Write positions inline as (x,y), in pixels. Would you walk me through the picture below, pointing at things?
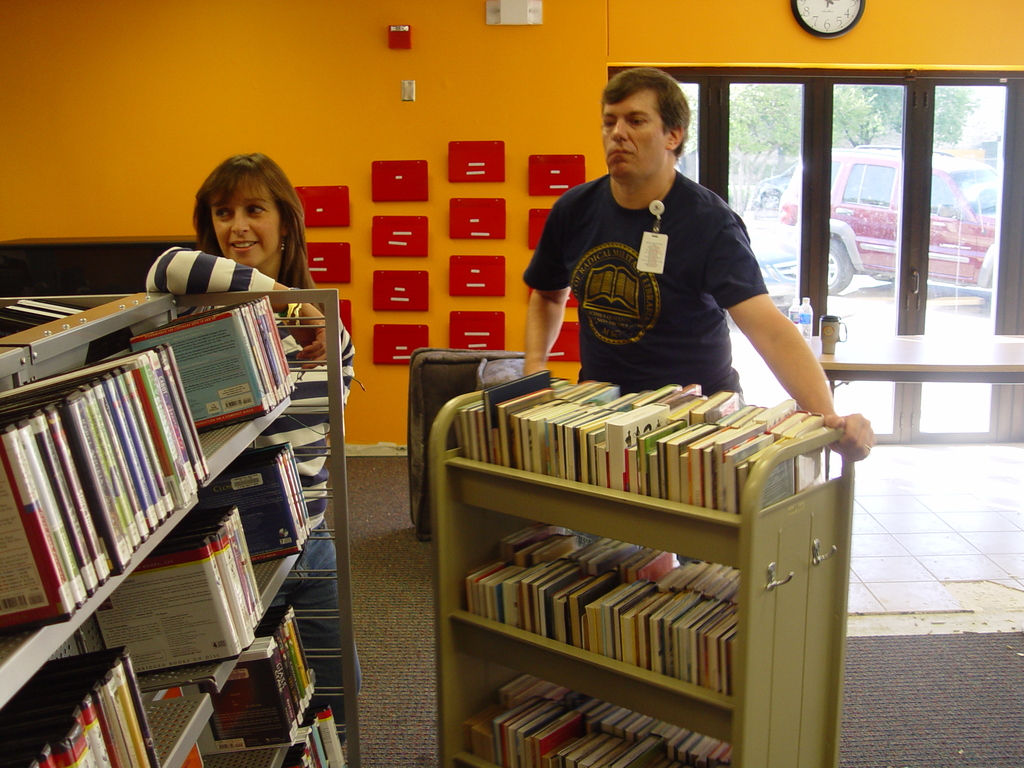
In this picture we can observe two members (613,335). One of them is a woman (276,178) and she is smiling and the other is a man (600,260) wearing blue color T shirt (625,276). They are standing in front of the bookshelves (323,390) in which there are some books (142,489) placed. In the background (261,111) there is an orange color wall (465,99) to which some red color boxes (416,273) were fixed. We can observe a clock (819,13) on the wall (723,33). In the background (745,140) there are vehicles (786,214) and trees (787,132).
